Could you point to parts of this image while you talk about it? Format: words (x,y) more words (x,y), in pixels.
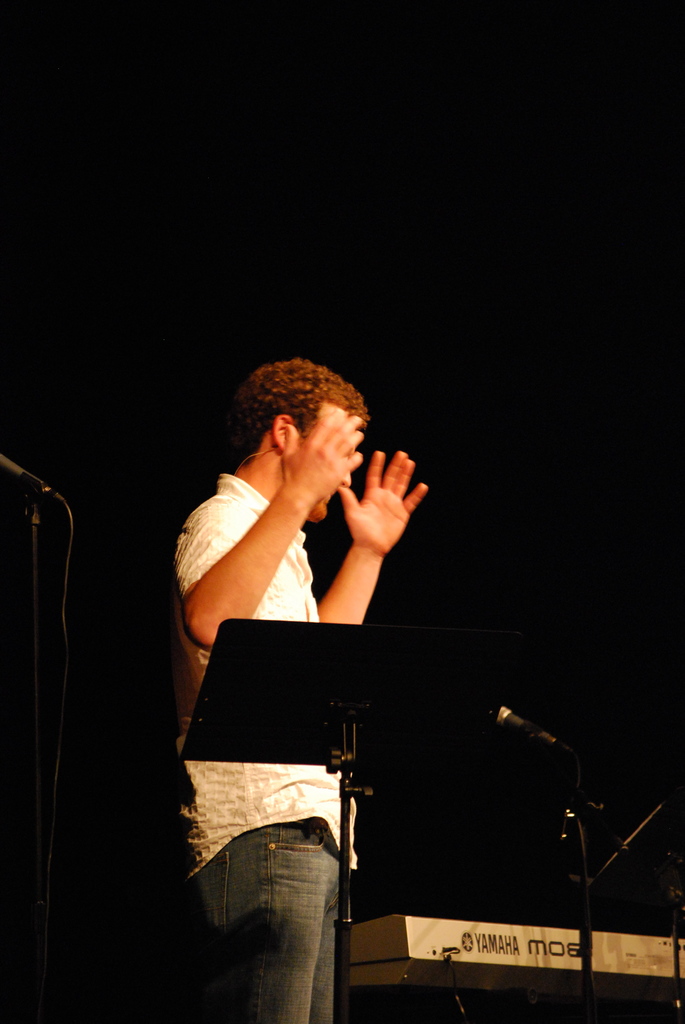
In this image I can see a person (268,790) standing beside him there is a microphone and book stand (393,649).
